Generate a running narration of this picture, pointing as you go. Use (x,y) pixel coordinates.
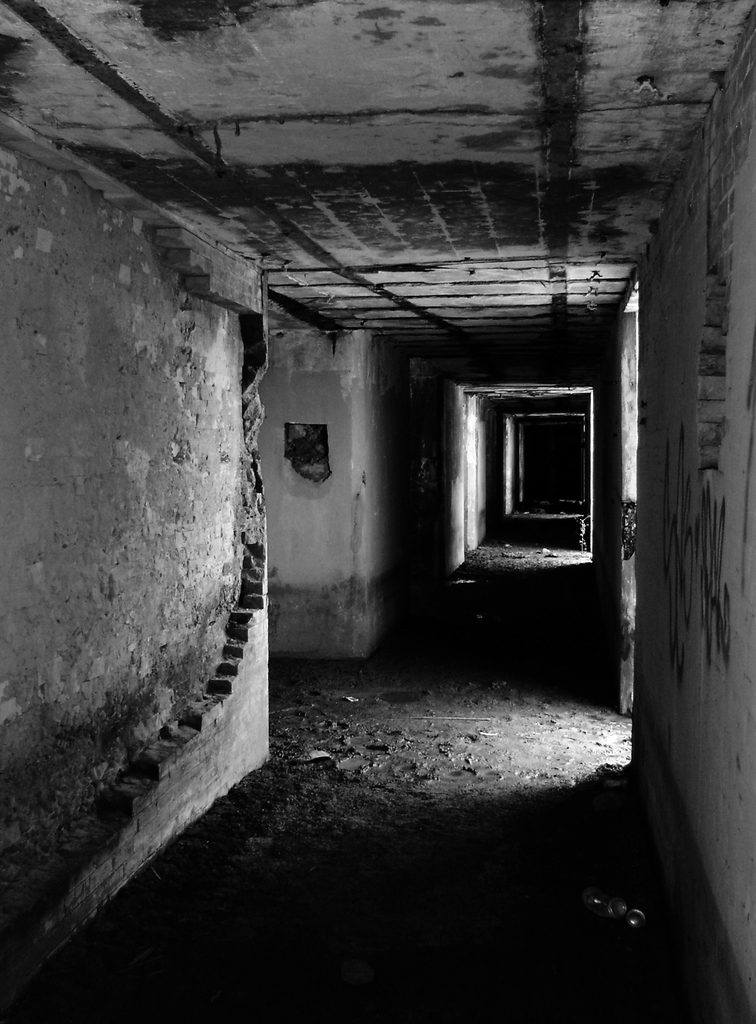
This is a black and white image, which contains a corridor (507,829) and the walls (739,782) have been partially destroyed.
